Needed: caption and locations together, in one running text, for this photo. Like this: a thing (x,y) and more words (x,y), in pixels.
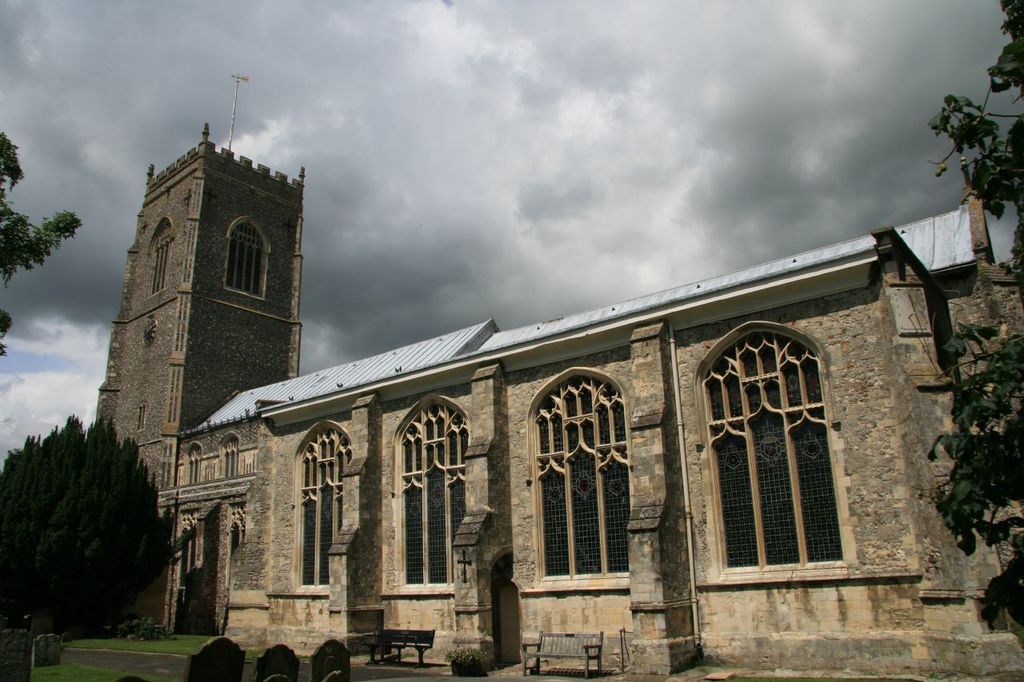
In the foreground of the image (380,639) we can see some benches (536,655) placed on the ground (412,668). In the center of the image (680,444) we can see a building (591,488) with a group of windows (246,227), tower (130,349) and roof (356,374). In the background (477,309), we can see a group of trees (962,504) and the cloudy sky (477,107).
